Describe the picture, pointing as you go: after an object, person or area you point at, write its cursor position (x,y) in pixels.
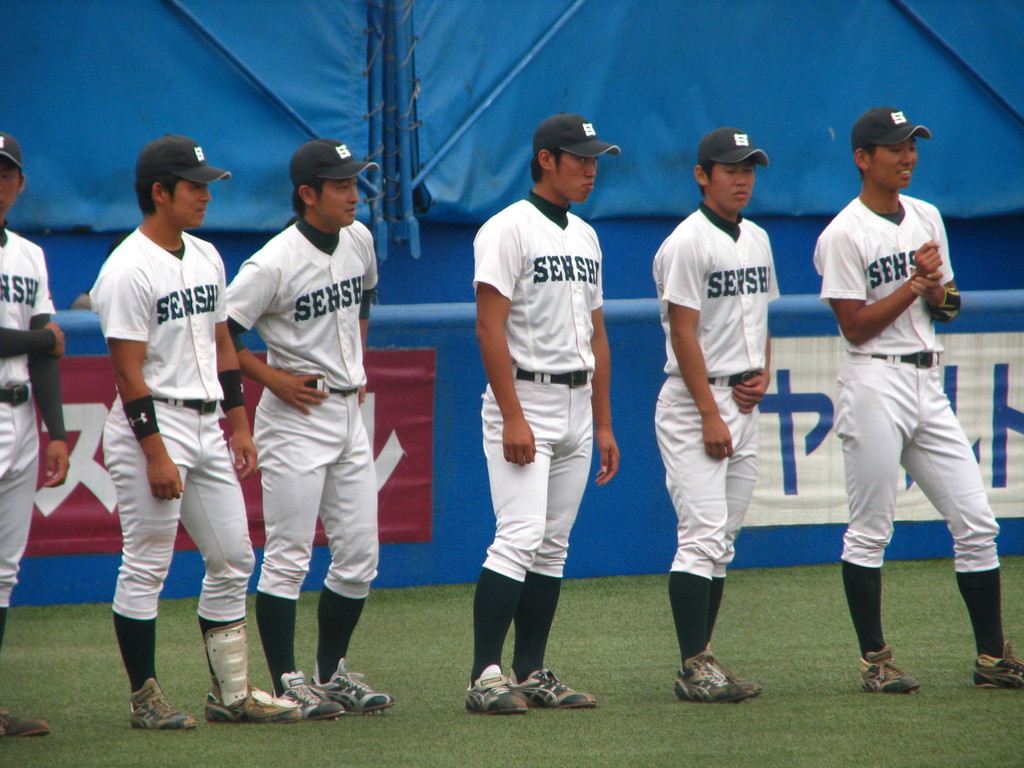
In the center of the image (678,375) we can see a few people (908,351) are standing and they are in the same costumes (521,296) and they are wearing caps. In the background (814,214), we can see the banners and blue sheets (264,95).
